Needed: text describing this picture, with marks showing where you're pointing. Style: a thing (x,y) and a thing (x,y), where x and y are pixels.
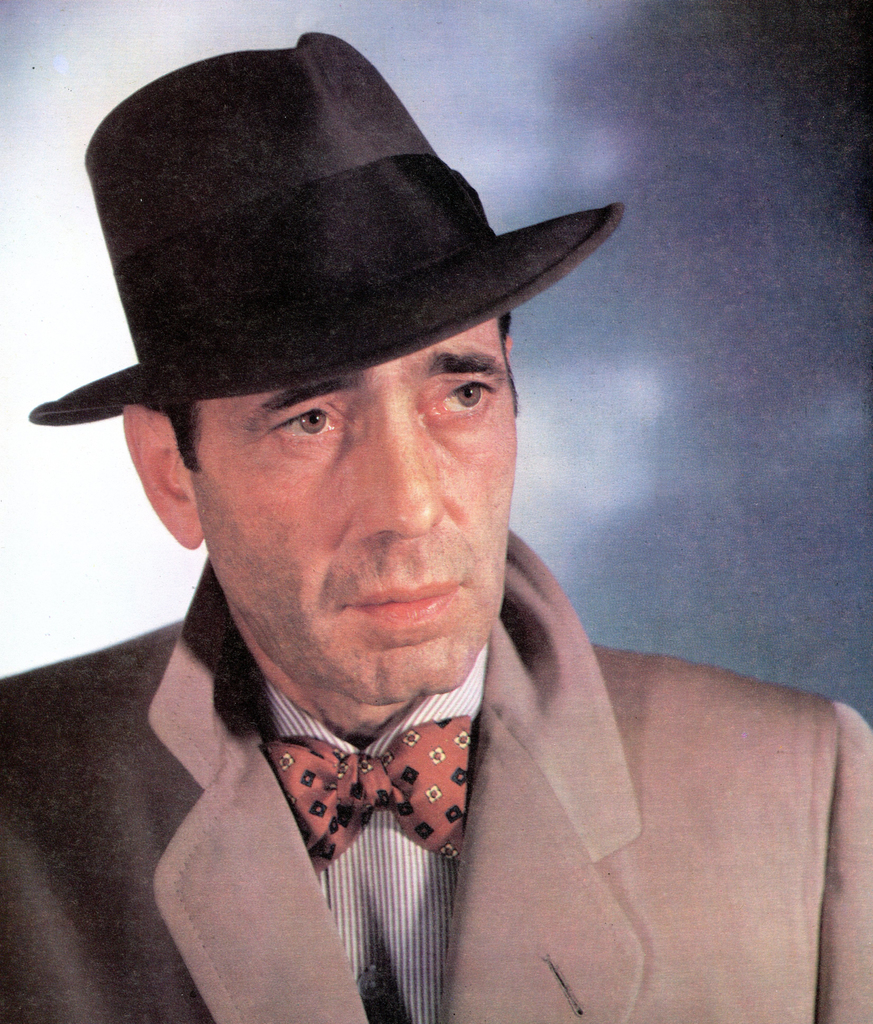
In the foreground of this image (361,762), there is a man (378,840) wearing suit (239,953) and hat (270,366). In the background (513,118), there is a partial white and black.
